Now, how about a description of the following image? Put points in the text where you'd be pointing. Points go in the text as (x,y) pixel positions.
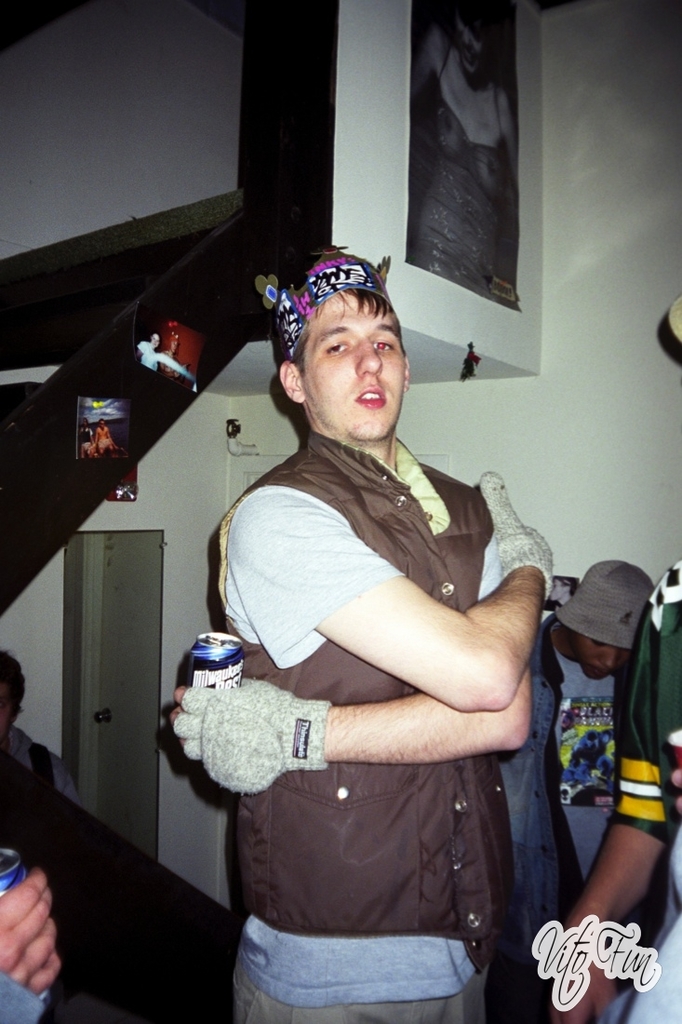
In this picture we can see people (196,737) and in the background (126,709) we can see a wall (167,718) and some objects (134,712), in the bottom right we can see some text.
